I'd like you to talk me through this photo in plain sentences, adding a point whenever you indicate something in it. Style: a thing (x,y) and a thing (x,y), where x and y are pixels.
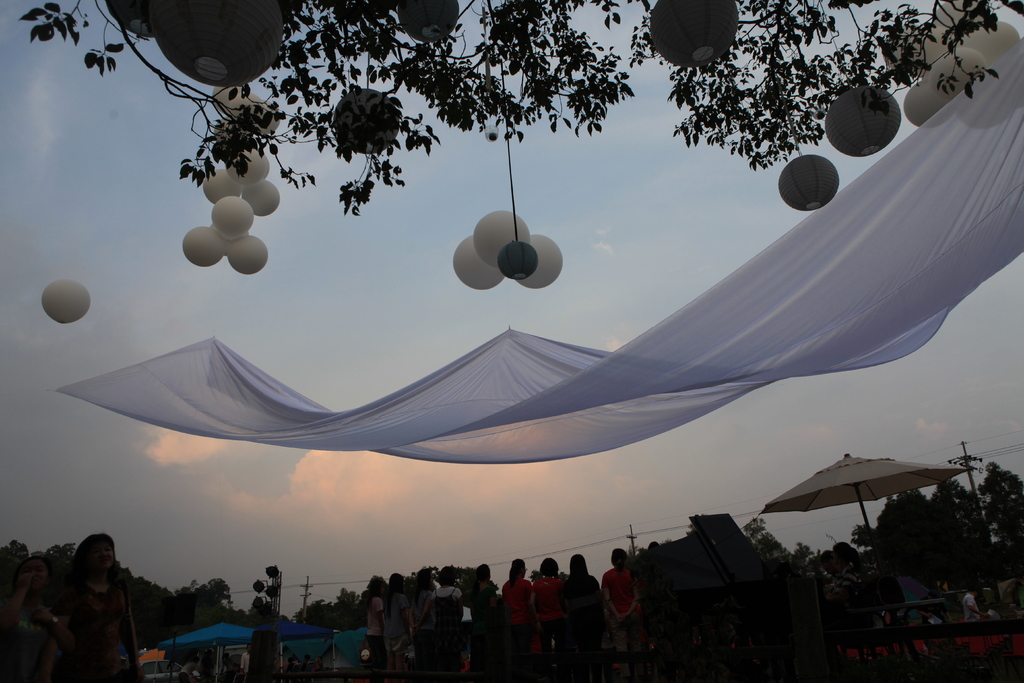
In this picture we can see few people (527,630) are in one place, side we can see umbrellas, we can see white color cloth (728,341) and some balloon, trees (329,62).
